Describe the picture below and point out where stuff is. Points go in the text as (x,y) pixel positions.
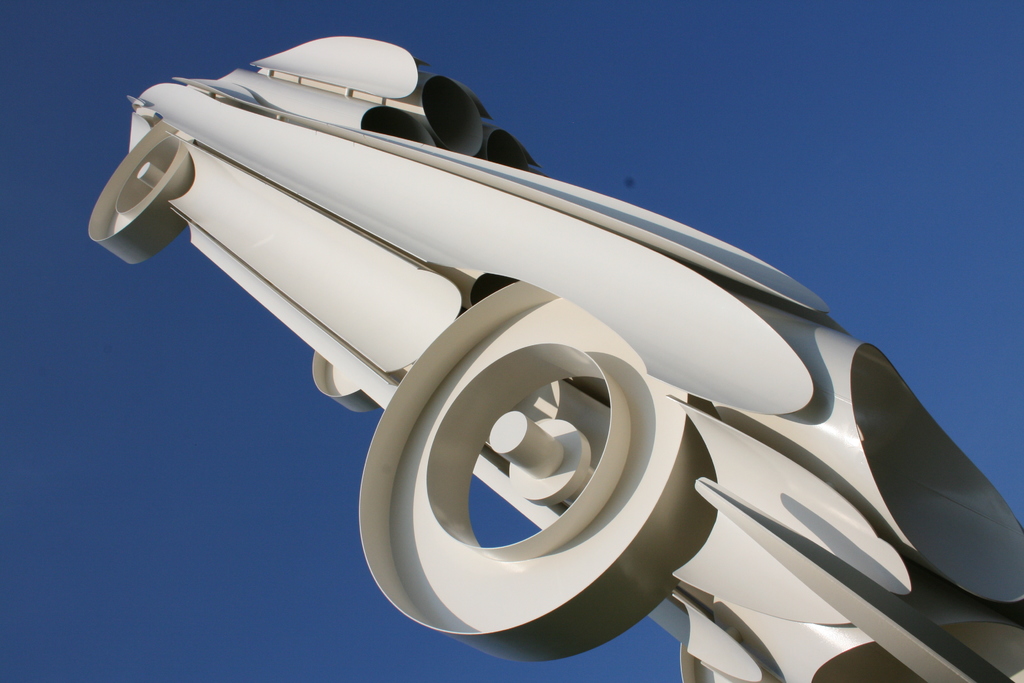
In this picture there is an object (504,444) which is in white color is in the shape of a car and the background (715,100) is in blue color.
